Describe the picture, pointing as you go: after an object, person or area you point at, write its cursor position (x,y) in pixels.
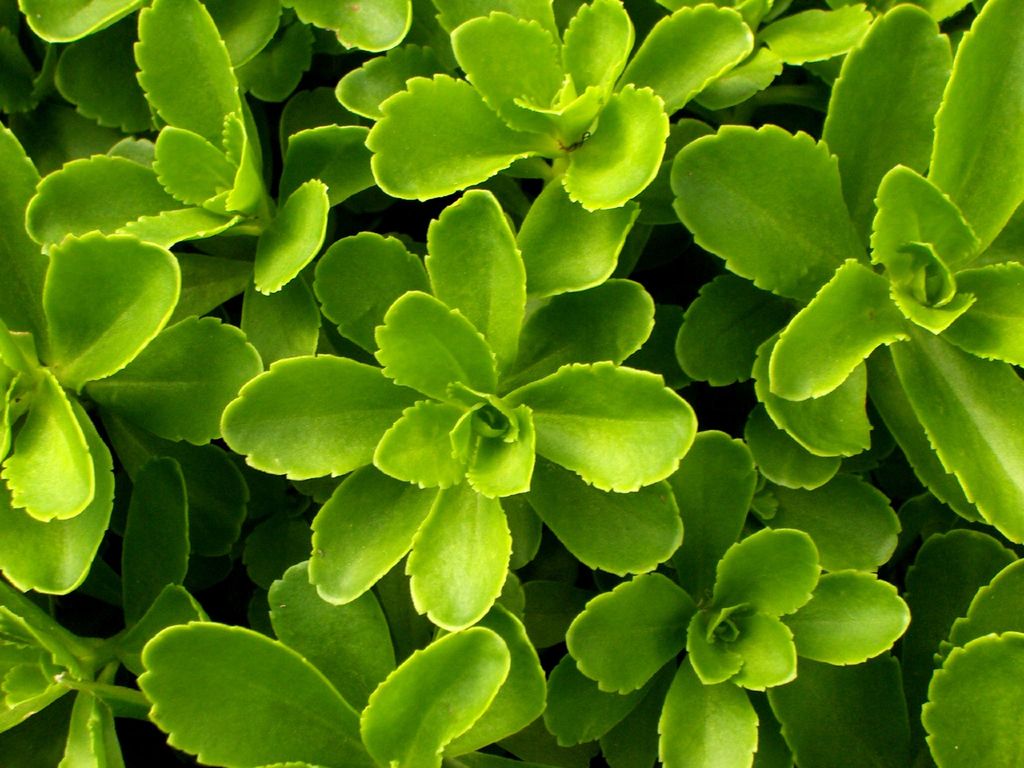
There are some plants (397,374) with green leaves (529,283).
